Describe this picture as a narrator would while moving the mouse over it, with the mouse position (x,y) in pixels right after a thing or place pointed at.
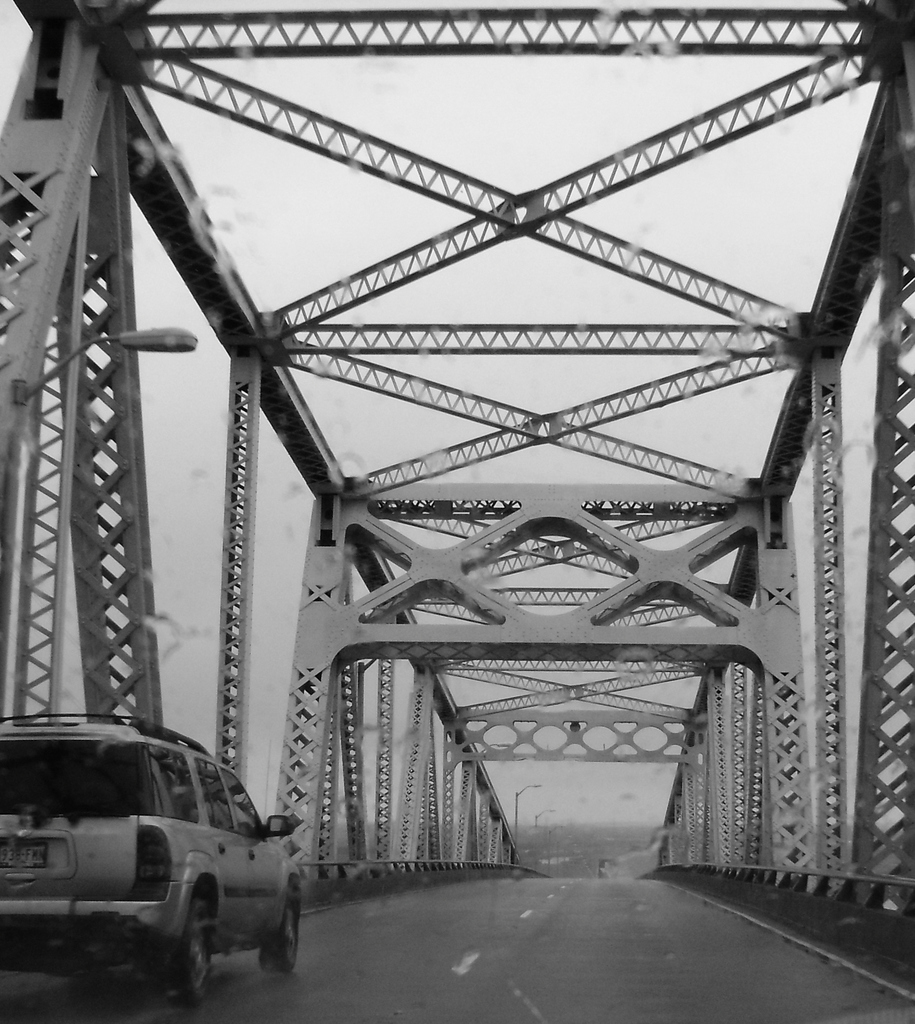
In the foreground of this black and white image, on the left (146,879), there is a vehicle (111,916) moving on a bridge (463,934). In the background (535,784), we can see few poles (517,813) and on the top (547,104), there is the sky (514,110).
